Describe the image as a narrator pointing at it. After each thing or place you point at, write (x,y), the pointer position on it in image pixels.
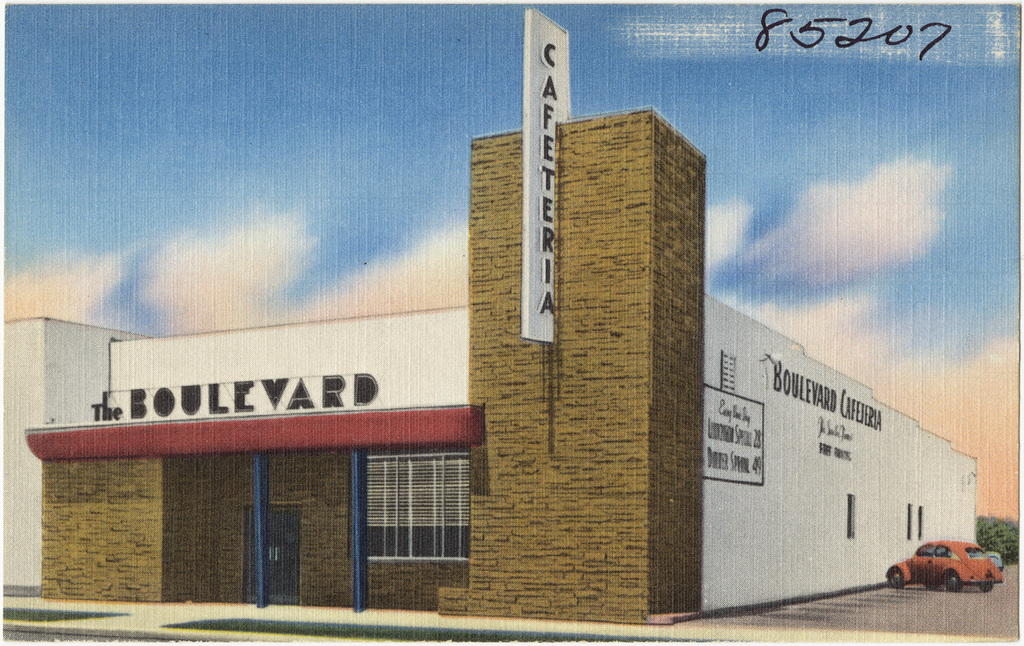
Sky (266,286) is cloudy. Building (759,437) with windows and hoardings (552,73). Beside this building (771,505) there is a tree (1001,538) and vehicles (963,564). Right side (941,29) top of the image (773,24) there is a five digit number (762,32).
